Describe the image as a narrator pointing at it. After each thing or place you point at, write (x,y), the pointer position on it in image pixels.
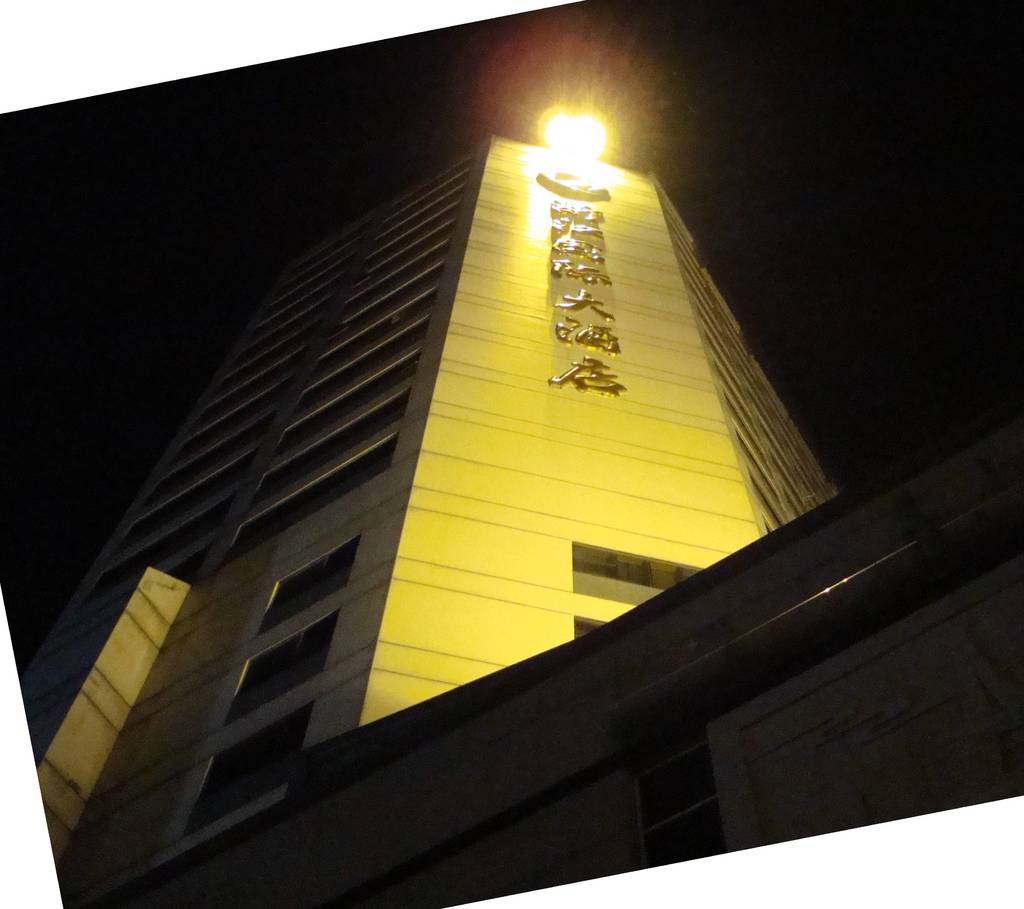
In this image, we can see a building (435,526) and the background (801,110) is dark.
